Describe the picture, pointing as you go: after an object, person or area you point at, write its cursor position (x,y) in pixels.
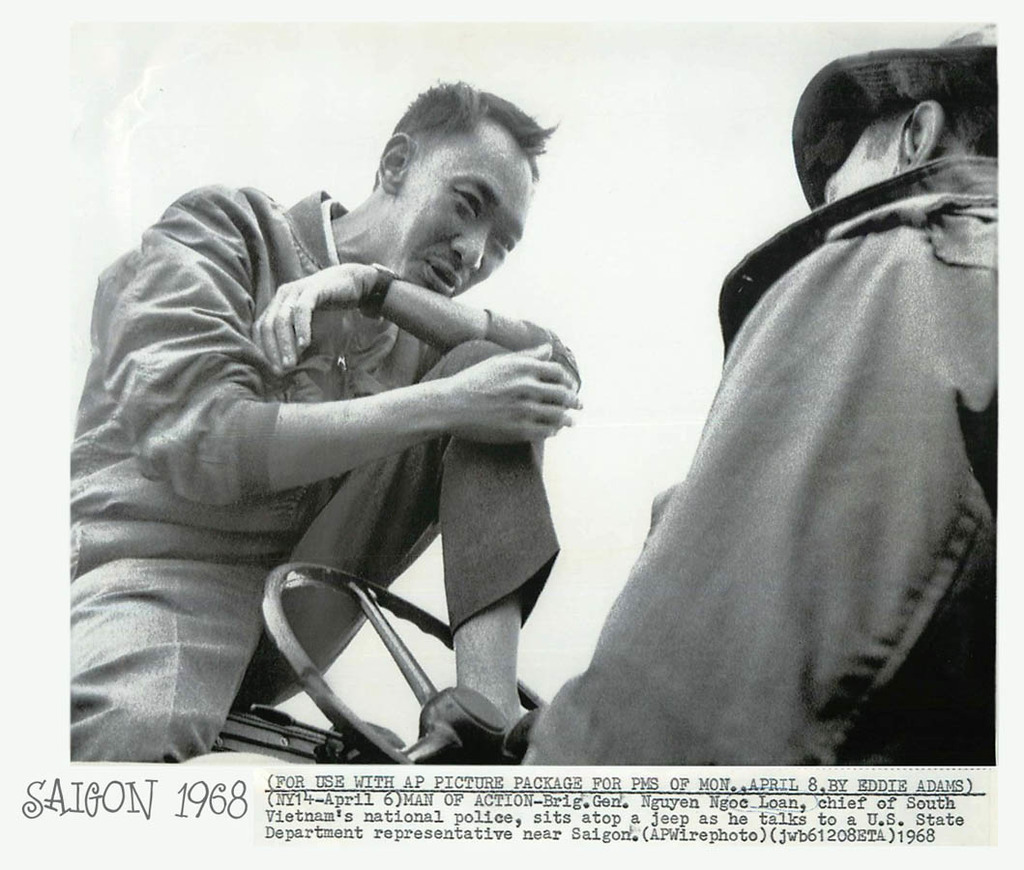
There is a man (724,410) on the right side of the image (703,470) and there is another man (461,466) on the left side (317,258). There is steering (392,651) and a text (398,791) at the bottom side (419,793).
